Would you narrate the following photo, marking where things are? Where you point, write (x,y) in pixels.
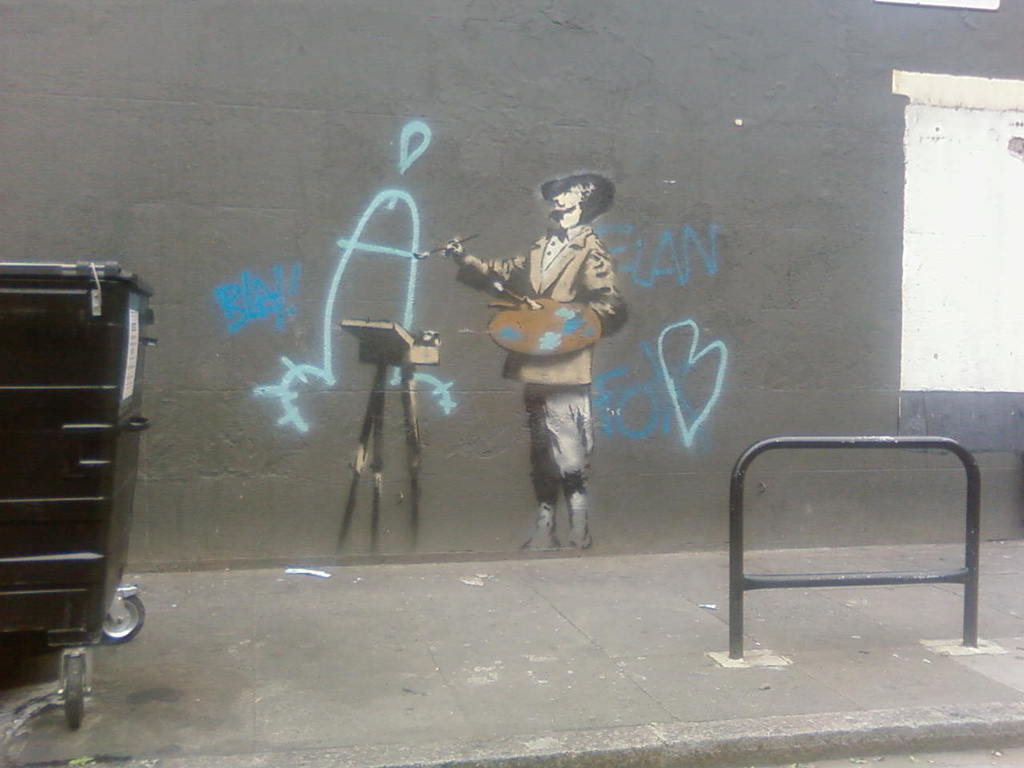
This image consists of a wall (623,365) on which there is a painting (577,364) of a man (602,260). On the right (747,457), we can see a iron stand (730,647). On the left (20,541), it looks like a dustbin (84,501). At the bottom (562,733), there is pavement (562,733).
